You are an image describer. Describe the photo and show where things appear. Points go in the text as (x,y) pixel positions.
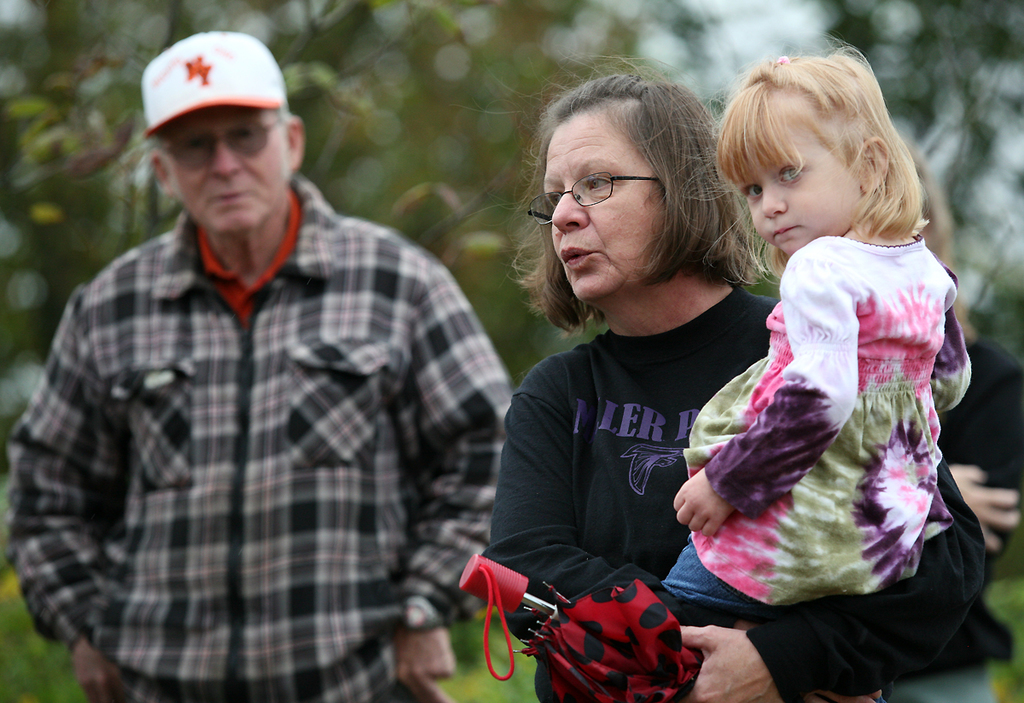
In this picture there is a woman (663,269) standing and holding the kid (956,338) and holding the umbrella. At the back (459,516) there is a man (197,529) standing and there are trees (80,147). At the bottom (494,633) there is grass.
